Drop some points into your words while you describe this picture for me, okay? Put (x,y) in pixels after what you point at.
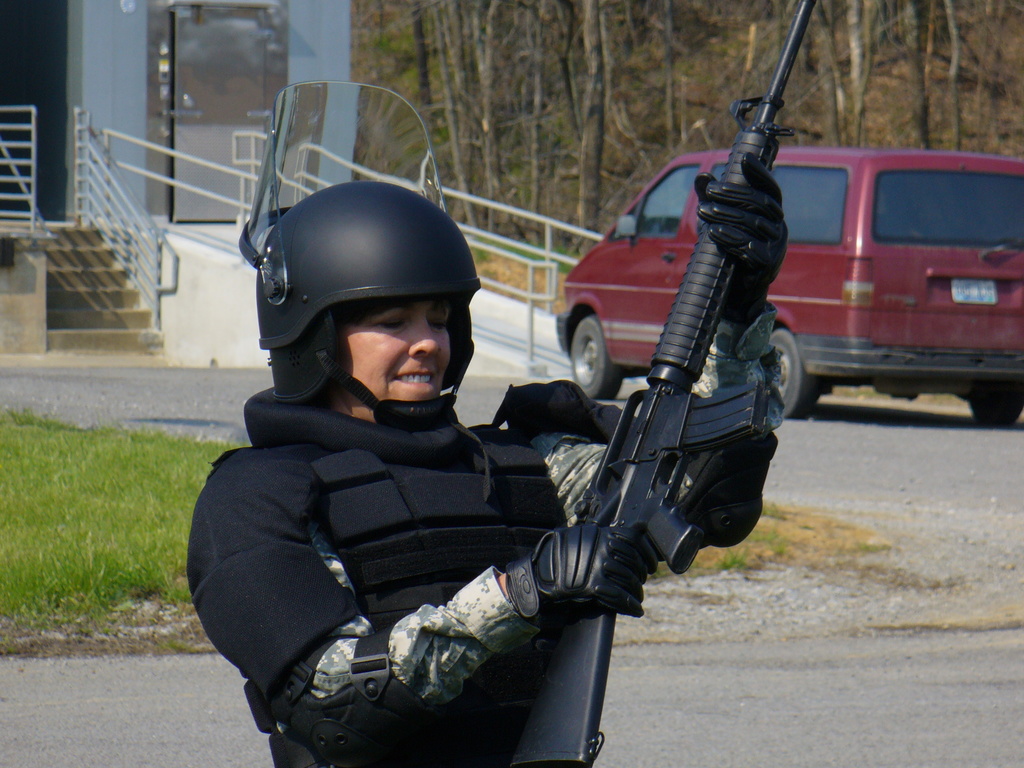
In this image I can see a person (377,515) wearing black colored dress (342,515) and black color helmet (341,305) is standing and holding a black colored gun (785,69). In the background (50,509) I can see the ground (70,504), some grass (65,523), few stairs (83,273), the railing (87,122), a building (117,126), a car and few trees (881,13).
